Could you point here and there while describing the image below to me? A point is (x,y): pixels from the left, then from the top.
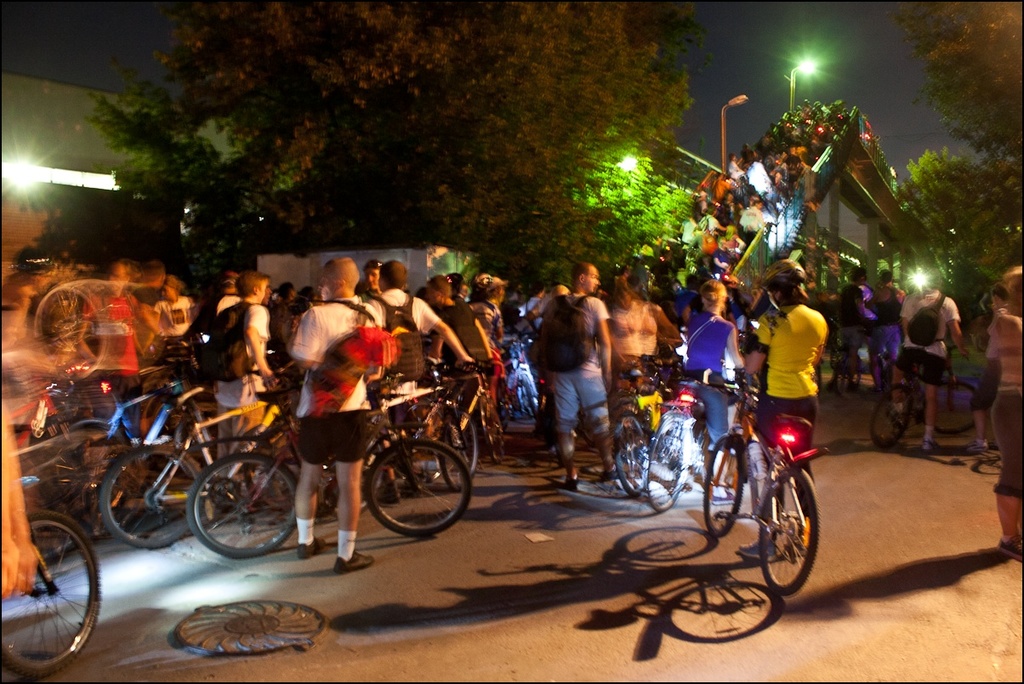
In this image we can see many people (703,378) carrying a bicycle (775,474). This is the bridge way (845,142). In the background of the image (468,70) we can see few trees (506,101), street lights (800,70) and sky (737,50).
